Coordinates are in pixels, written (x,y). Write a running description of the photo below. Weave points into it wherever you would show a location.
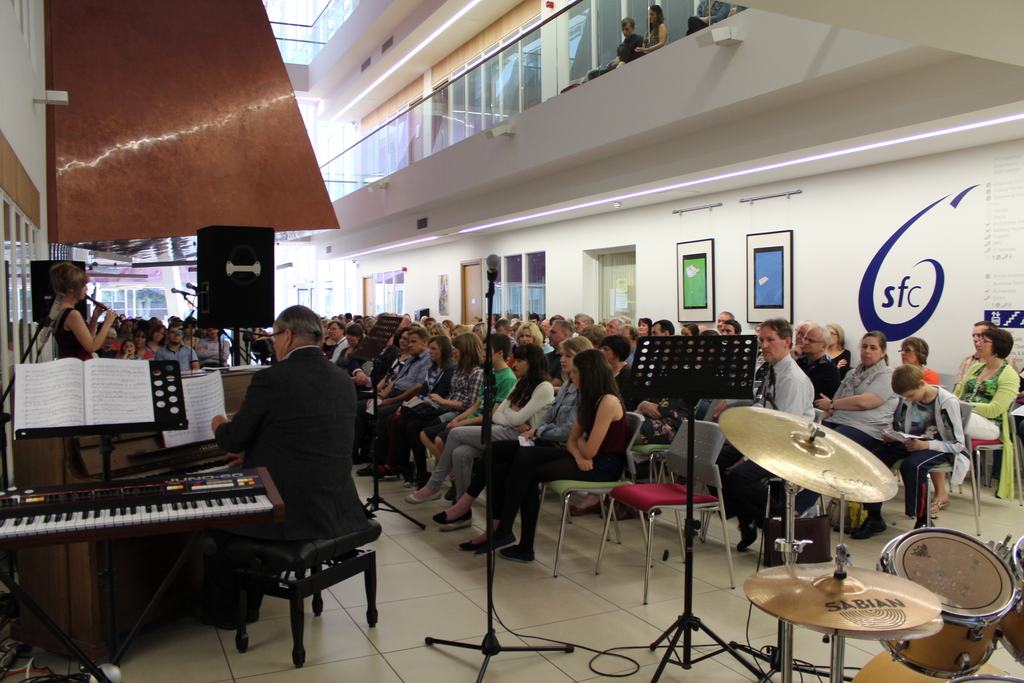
Person (568,368) sitting on the chair (621,456), these are musical instrument (934,619), this person (314,475) is sitting on the stool (310,573) seeing paper (204,414), this person (222,430) is playing musical instrument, this is building (589,139) and this is glass (505,87).
